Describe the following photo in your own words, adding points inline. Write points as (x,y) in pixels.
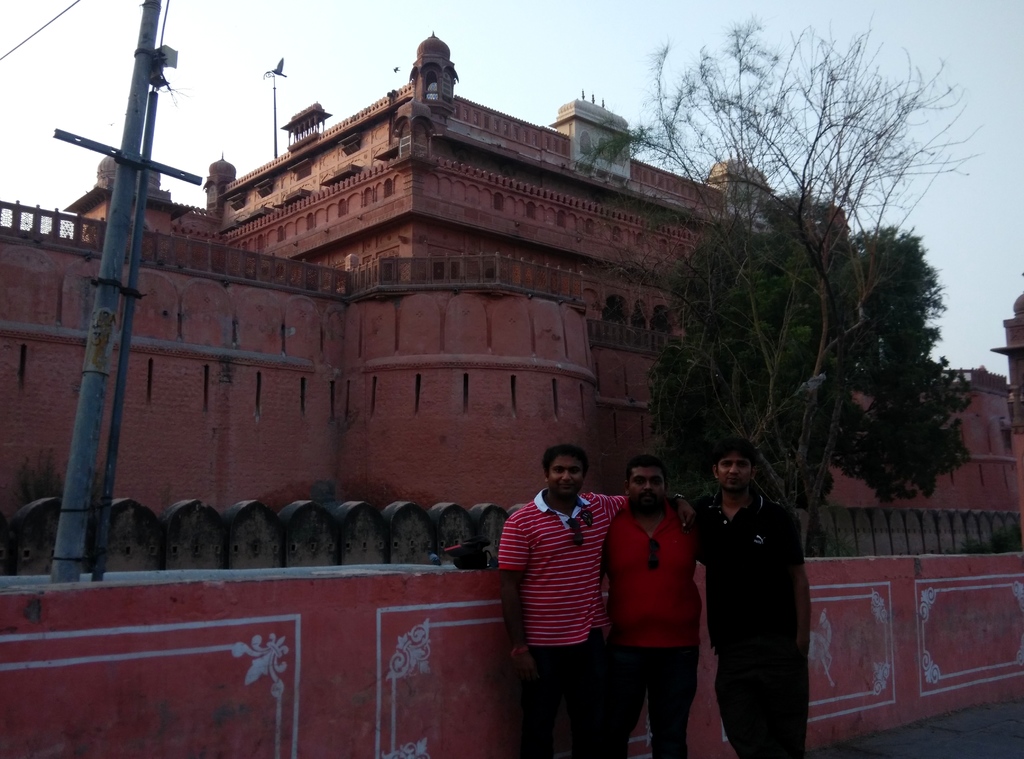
In the center of the image (516,352) a building (512,266) is there. On the left side of the image (119,261) a pole (94,445) is there. On the right side of the image (816,317) trees (770,306) are there. At the bottom of the image (644,611) three mans (665,587) are standing. At the top of the image (642,44) sky (694,50) is there. At the bottom right corner (943,725) road (931,739) is present.
